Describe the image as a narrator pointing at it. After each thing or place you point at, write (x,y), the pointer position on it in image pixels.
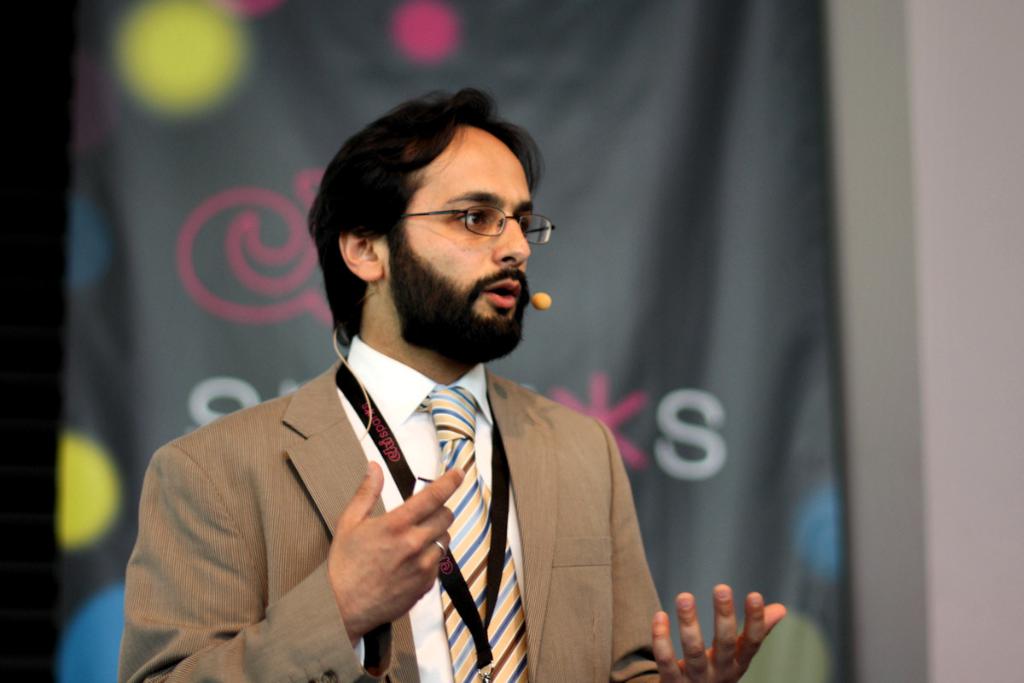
In this image I can see a man (412,512), I can see he is wearing blazer (338,401), tie (454,492), white shirt (410,391) and an ID card (490,488). I can also see he is wearing specs (536,225) and in the background (626,319) I can see black color thing (676,360). I can also see this image is little bit blurry from background (766,22).
